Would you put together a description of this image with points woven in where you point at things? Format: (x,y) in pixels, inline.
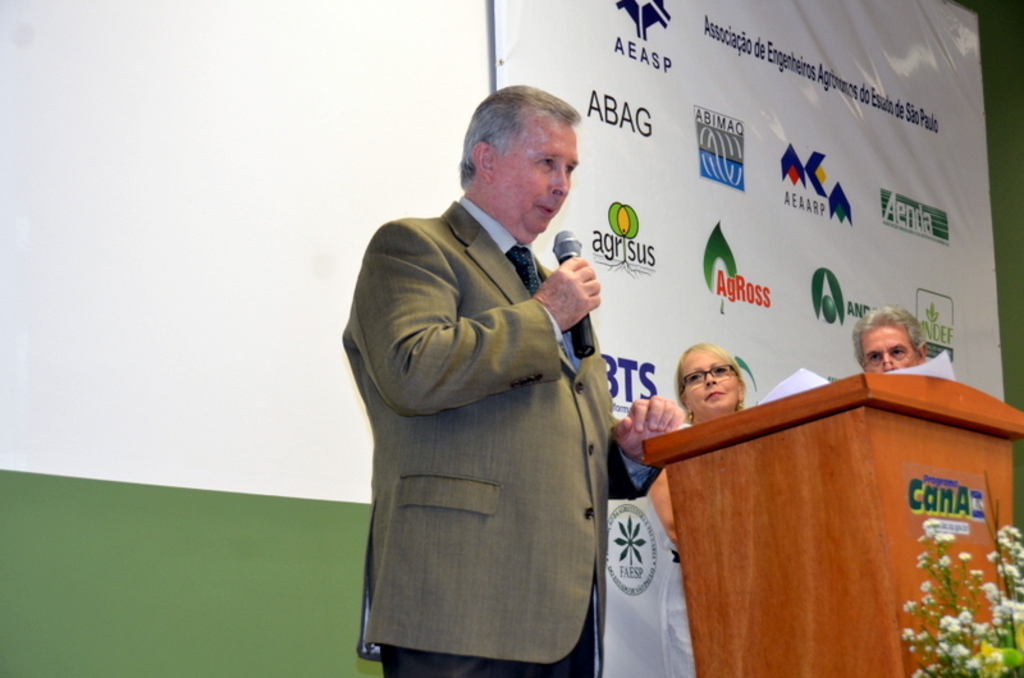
In this picture I can see two men (585,456) and women (695,393). The man (518,471) on the left side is holding a microphone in the hand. In the background (677,113) I can see a banner (579,169). On the right side (903,630) I can see flowers (969,624) and podium (818,505).
